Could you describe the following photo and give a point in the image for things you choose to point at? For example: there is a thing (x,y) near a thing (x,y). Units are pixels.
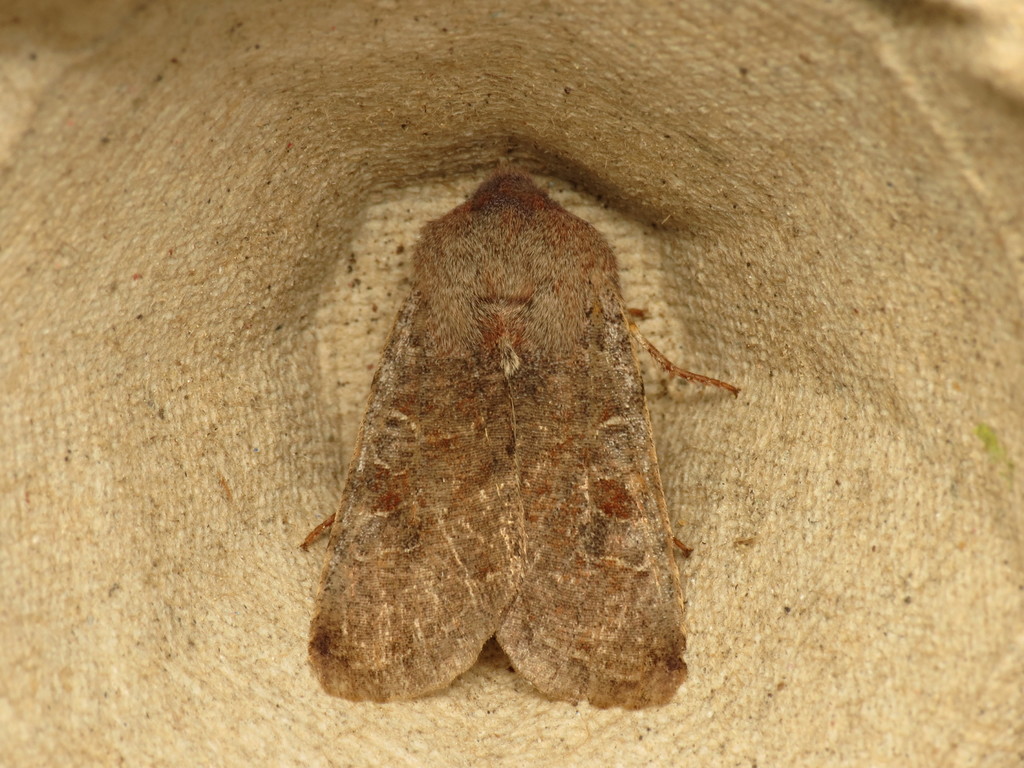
In the center of the image (373,414) there is a moth (561,468) inside an egg carton (203,556).
